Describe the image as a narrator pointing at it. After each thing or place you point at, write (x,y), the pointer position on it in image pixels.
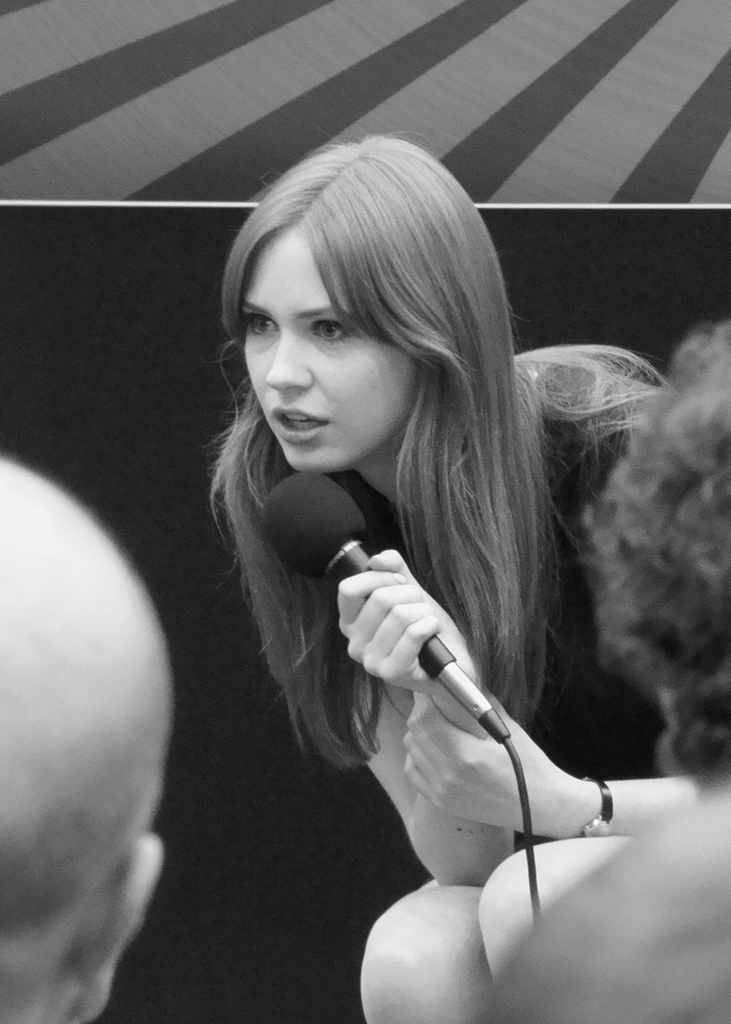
In this image I see a woman (376,197), who is holding a mic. I can also see 2 persons head (152,719).
